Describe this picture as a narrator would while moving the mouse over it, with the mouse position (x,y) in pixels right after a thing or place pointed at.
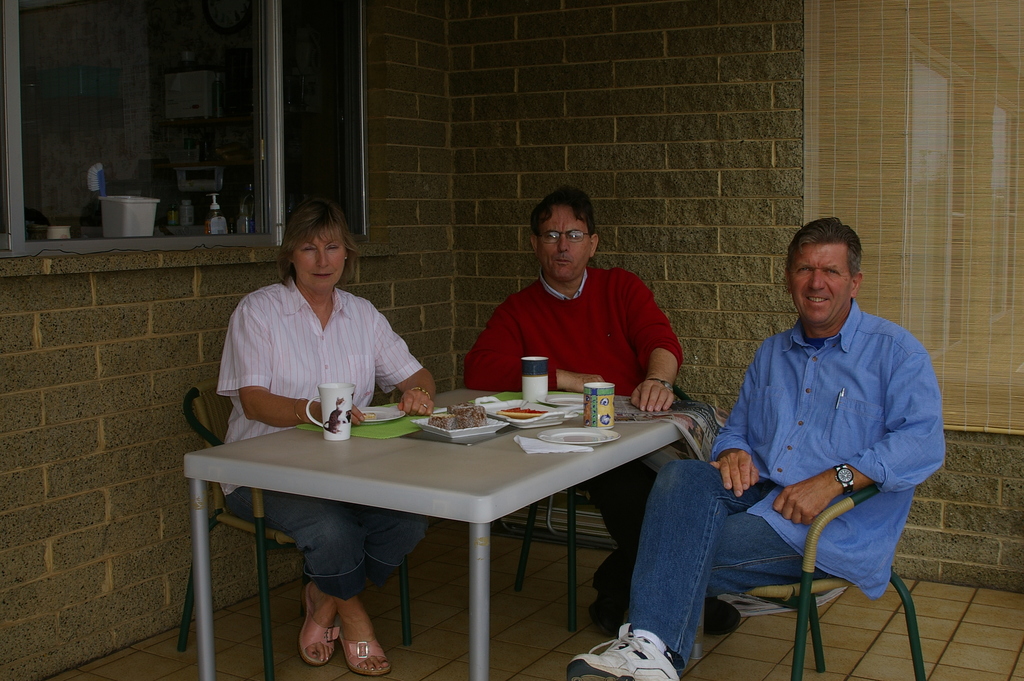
In this picture we can see two men (586,300) and one woman (306,353) sitting on chair (826,511) and in front of them there is table (514,430) and on table (461,404) we can see cup (350,411), plate (378,411), some food items (453,417), paper (662,417) and in background (482,93) we can see wall (383,72), window (280,85) and from window (59,190) we can see bucket (144,201), brush (100,168), hand wash bottle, watch (232,5).
